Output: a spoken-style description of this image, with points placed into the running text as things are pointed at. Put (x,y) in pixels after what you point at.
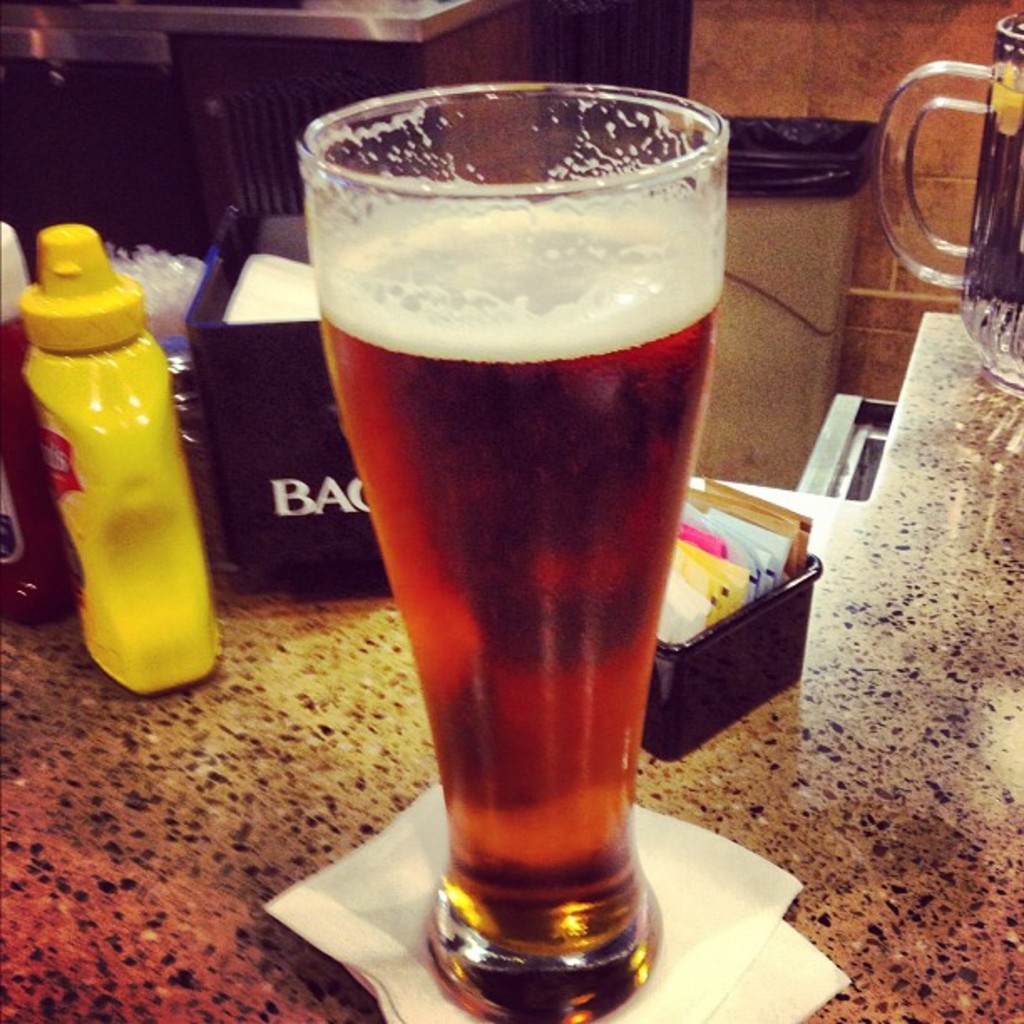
At the bottom of the image (488,977) on the platform (954,761) there is a glass (411,624) with a drink (516,426) in it. And also there is bottle (82,564), box (674,664) with papers (737,552), jug (1004,234) and some other things (186,357). Behind them there is a bin (753,294) with cover (828,148) and also there is a table (378,69) in the background (459,34).
